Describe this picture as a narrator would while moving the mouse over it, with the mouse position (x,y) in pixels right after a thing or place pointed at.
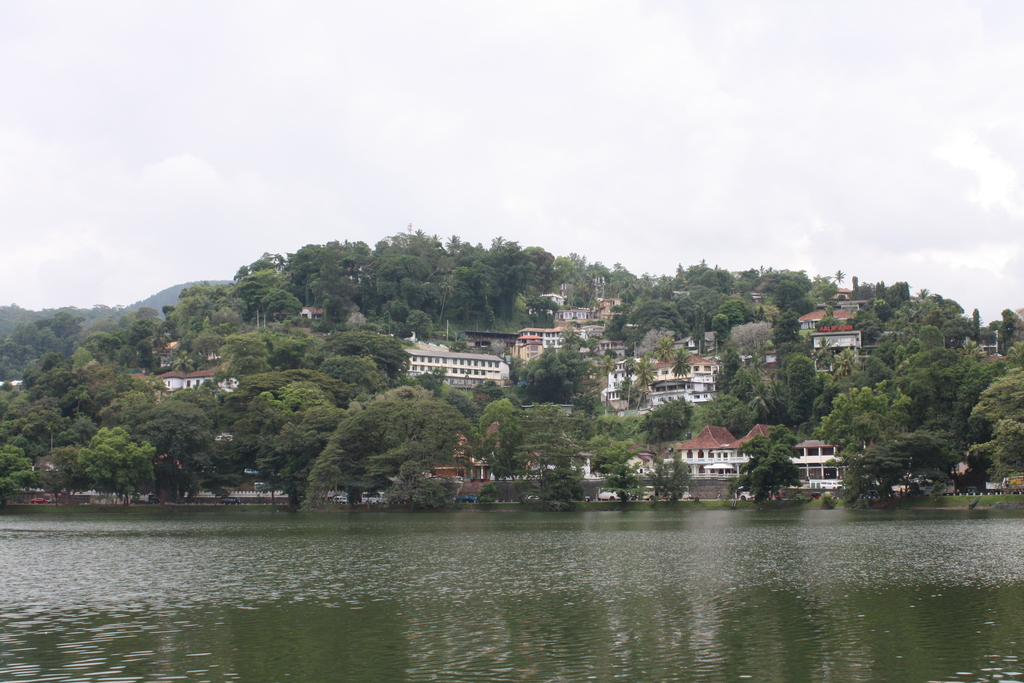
In the image there is a lake (440,609) in the front (469,610) and behind there are homes (741,439) and trees (491,400) all over the place on hill (705,366) and above its sky (417,141) with clouds (205,116).
